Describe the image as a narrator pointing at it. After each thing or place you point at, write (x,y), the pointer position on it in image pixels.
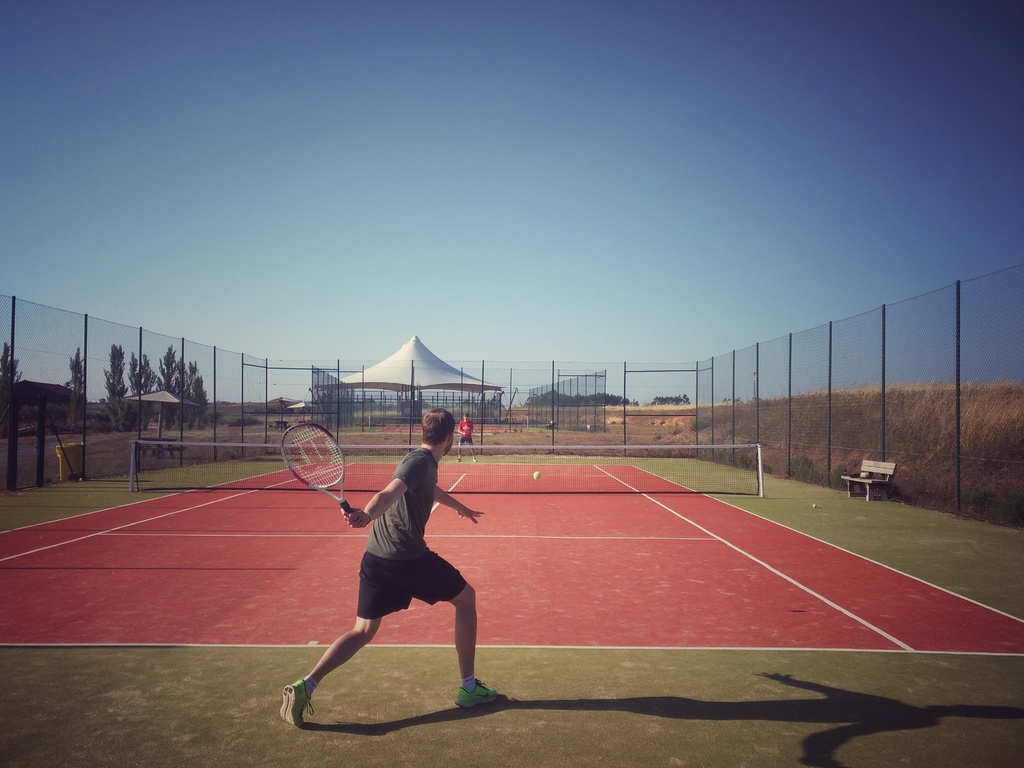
At the top (583,63) we can see sky (542,149). This is a tent (477,385). this is a mesh (418,407) around the ground (488,635). Here we can see one bench (890,482). Here we can see two players (411,551) playing tennis.
